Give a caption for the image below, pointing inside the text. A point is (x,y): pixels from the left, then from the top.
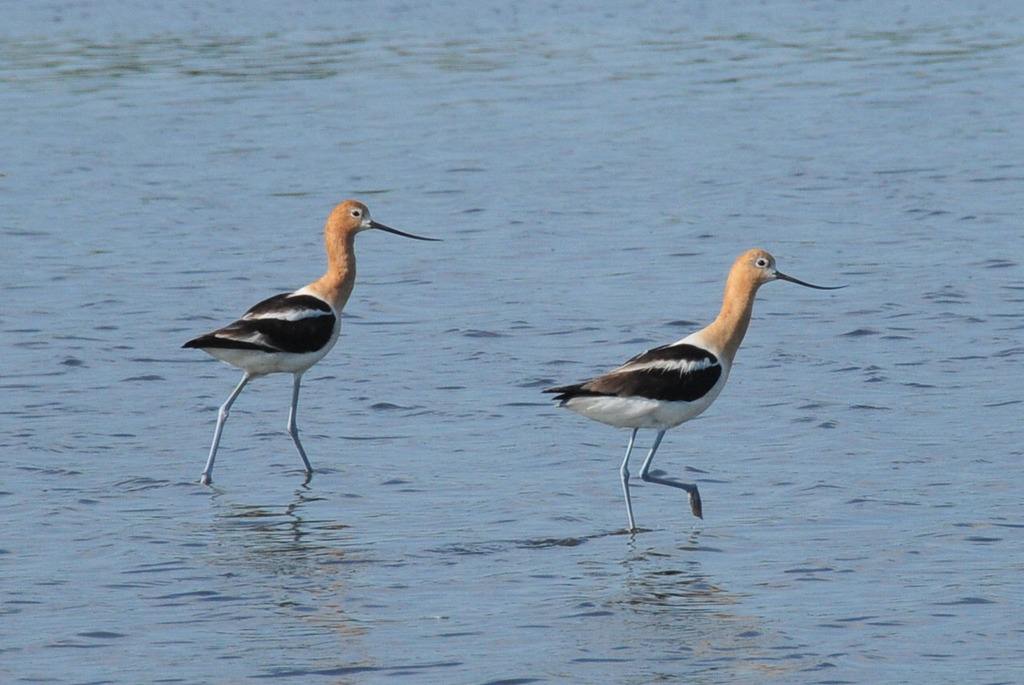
In this image in the center (663,367) there are two avocets (651,378), and at the bottom (291,541) there is a river (530,466).
